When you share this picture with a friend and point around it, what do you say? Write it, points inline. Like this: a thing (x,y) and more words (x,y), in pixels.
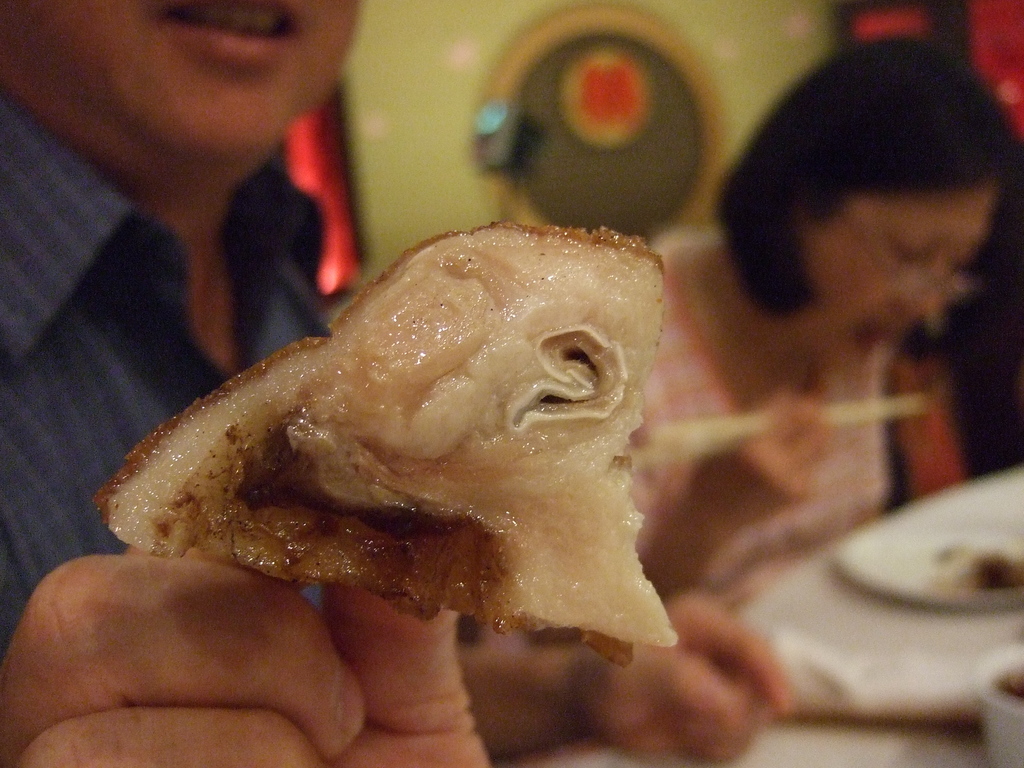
On the left side (83,198), there is a person (83,224) in a shirt (63,316), holding a food item (161,488) with a hand (239,603) and sitting in front of the table (876,633) on which, there are some objects (967,564). Beside him, there is a woman (860,280). In the background (557,50), there is an object (611,43).
